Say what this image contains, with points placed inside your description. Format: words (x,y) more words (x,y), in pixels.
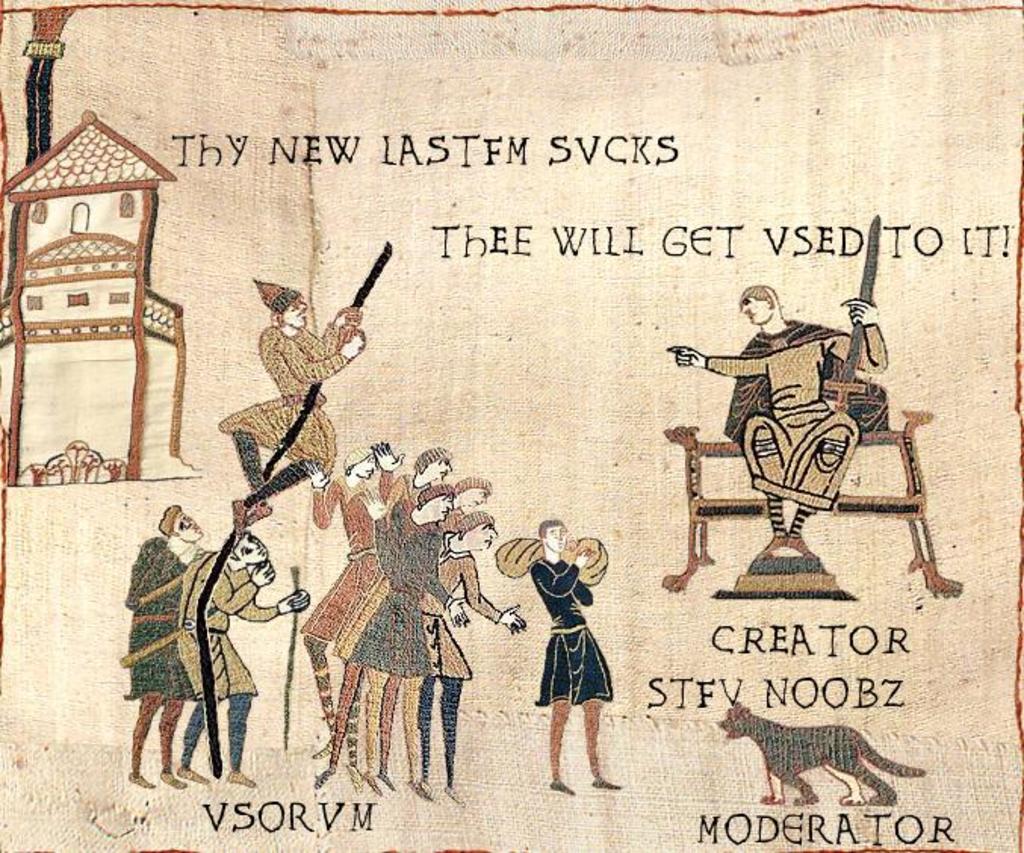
In this image I can see the art (204,579) of few people (343,521) and an animal (800,792). To the left (133,358) I can see the house (158,347) and something is written on the image.
